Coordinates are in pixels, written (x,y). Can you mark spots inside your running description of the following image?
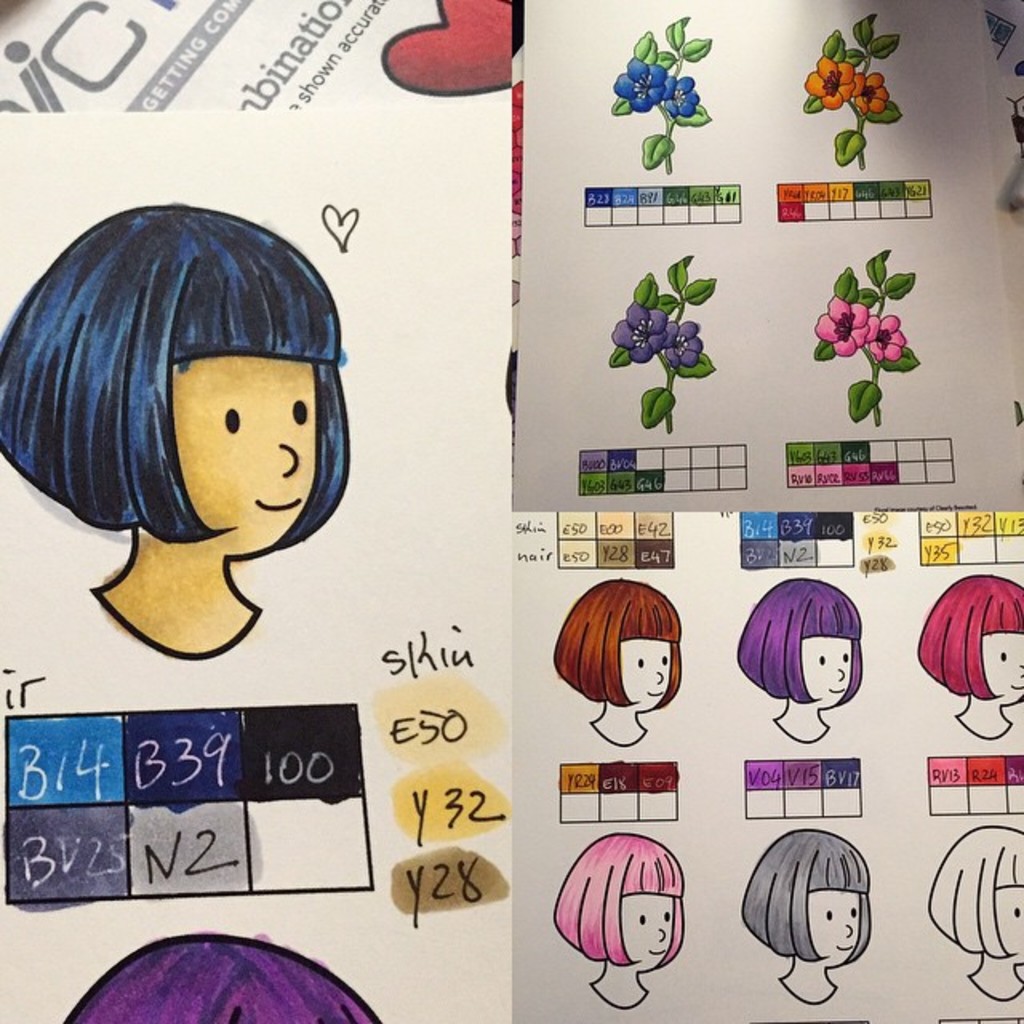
In the picture I can see the collage images (427,478). On the left side of the picture (106,458) I can see the painting (254,458) of a girl (225,369). I can see the painting (709,365) of flower plants (650,93) on the top right side (873,85). I can see the painting (792,734) of a girl (783,600) with different hair colors (765,600) on the bottom right side of the picture (987,883).
